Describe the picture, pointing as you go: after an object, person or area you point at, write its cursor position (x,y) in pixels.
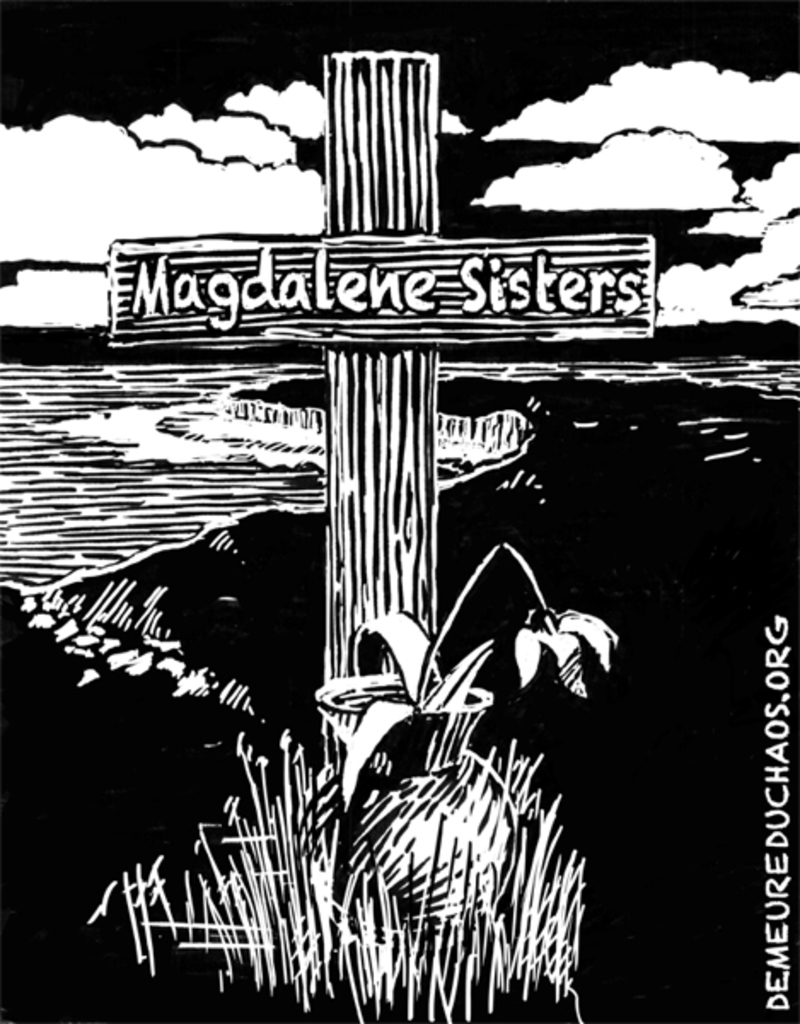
There is a poster (289,477) having animated image, in which, there is a text (423,296) on the cross (422,369), near a pot plant (449,724). In the right bottom corner (781,891), there is a watermark (789,950). In the background (760,586), there are clouds (614,132) in the sky (154,28) and the background (96,74) is dark in color.
